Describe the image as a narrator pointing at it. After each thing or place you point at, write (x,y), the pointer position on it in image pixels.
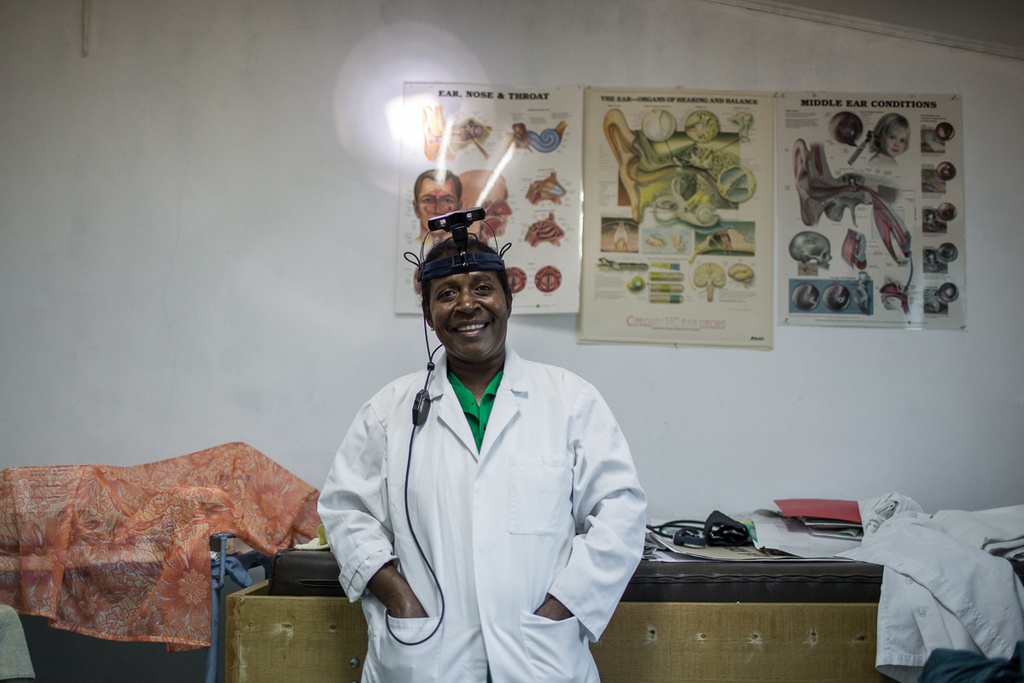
In this image we can see this person (480,550) wearing white coat (502,532) and something on his head (434,300) is smiling. In the background (1004,525), we can see a few things (957,527) are kept on the table (636,600) and the charts (500,168) are attached to the wall (400,161).
